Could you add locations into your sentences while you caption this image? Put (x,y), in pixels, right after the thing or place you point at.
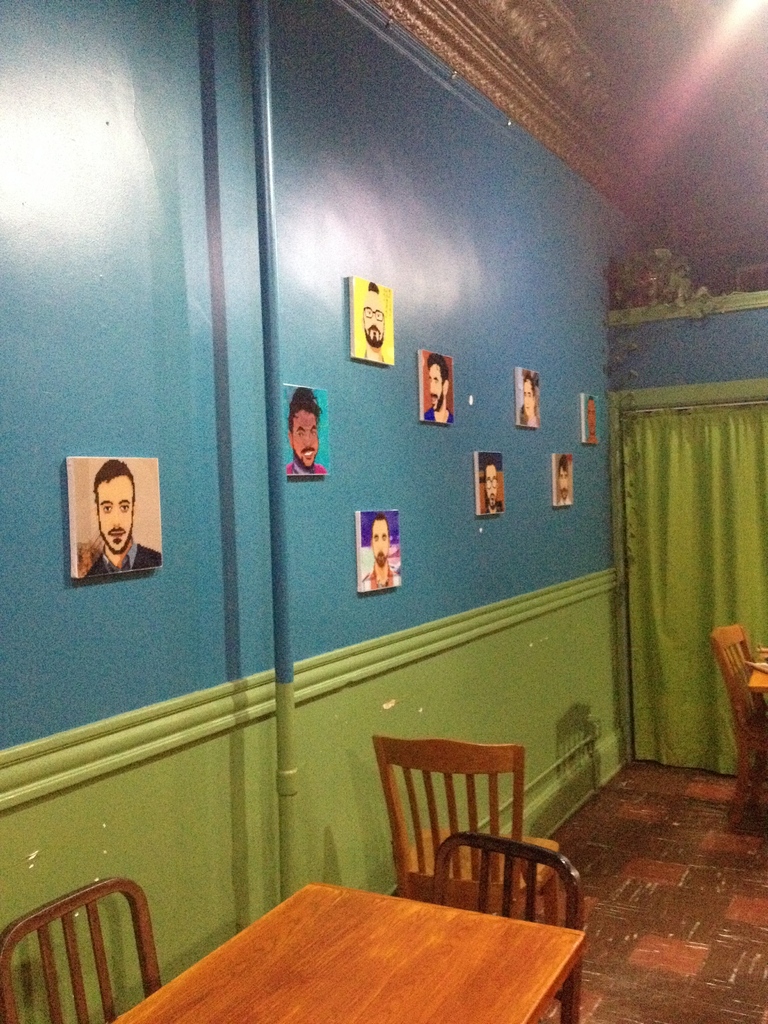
In this image we can see a wall (326,611). On the wall (402,469) there are photo frames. Also there is a table (353,950). And there are chairs (721,656). In the back (708,514) there is a curtain (699,530). And we can see a plant (631,299) on the top of the corner.
